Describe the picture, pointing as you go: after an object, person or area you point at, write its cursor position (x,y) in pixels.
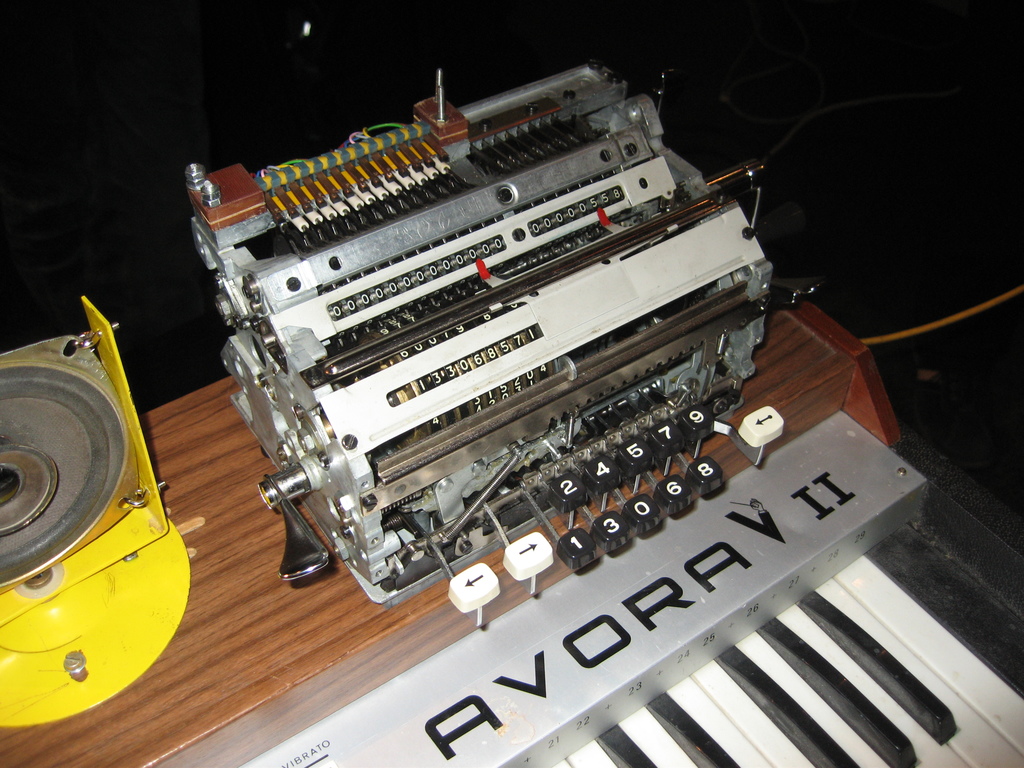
Here we can see a typing machine (277,470) and an object (133,620) on a platform (518,591) and this is a piano (723,667). In the background (950,96) the image is not clear.
